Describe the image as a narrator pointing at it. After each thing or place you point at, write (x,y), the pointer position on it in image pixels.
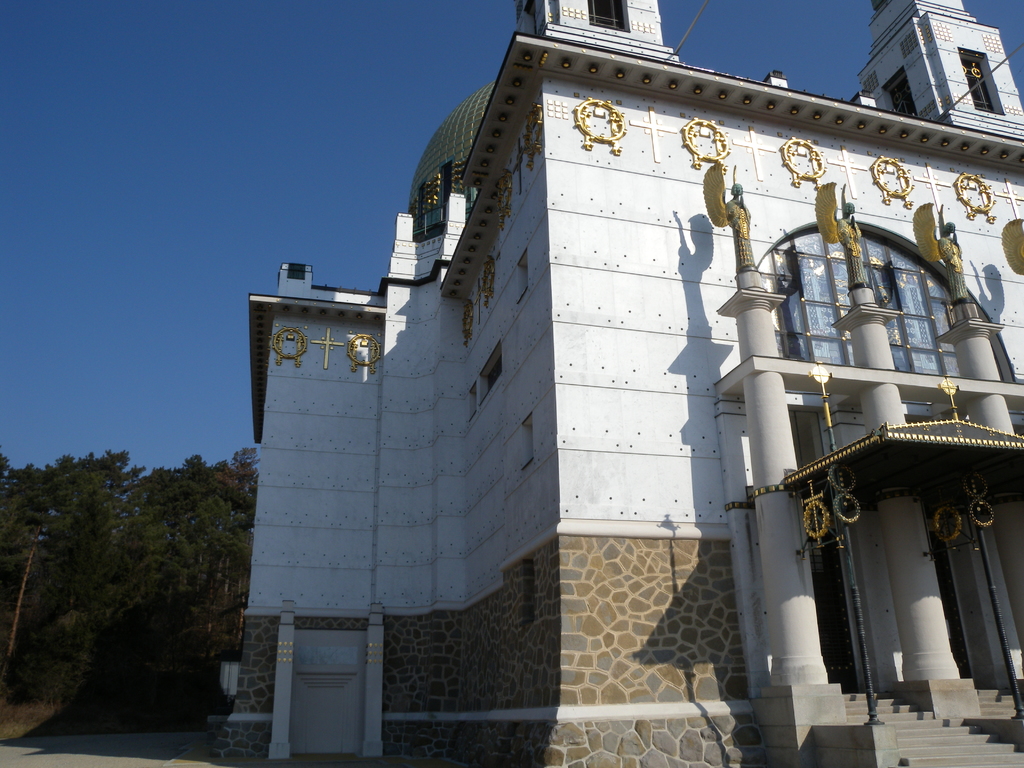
In this picture we can see building (795,172), statues (860,230) on pillars (762,420) and steps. In the background of the image (159,500) we can see trees (165,485) and sky (221,230).
